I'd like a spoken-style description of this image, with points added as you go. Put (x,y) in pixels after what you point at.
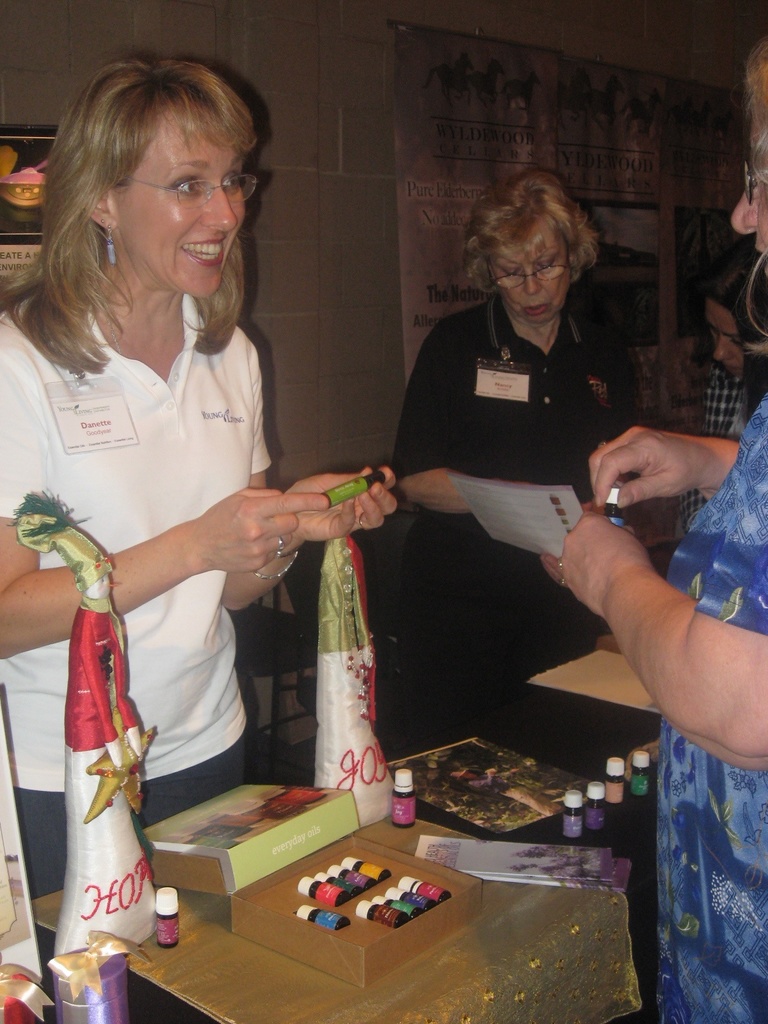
In this image I can see four persons (128,378) visible and in front of them I can see a table (573,712), on the table (566,718) I can see a bottle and some decorative items (356,714), in the background (46,141) I can see the wall (669,56) and a poster (479,147) attached to the wall (319,135) and a woman (256,469) holding a bottle (355,492) on the left side (161,495).
